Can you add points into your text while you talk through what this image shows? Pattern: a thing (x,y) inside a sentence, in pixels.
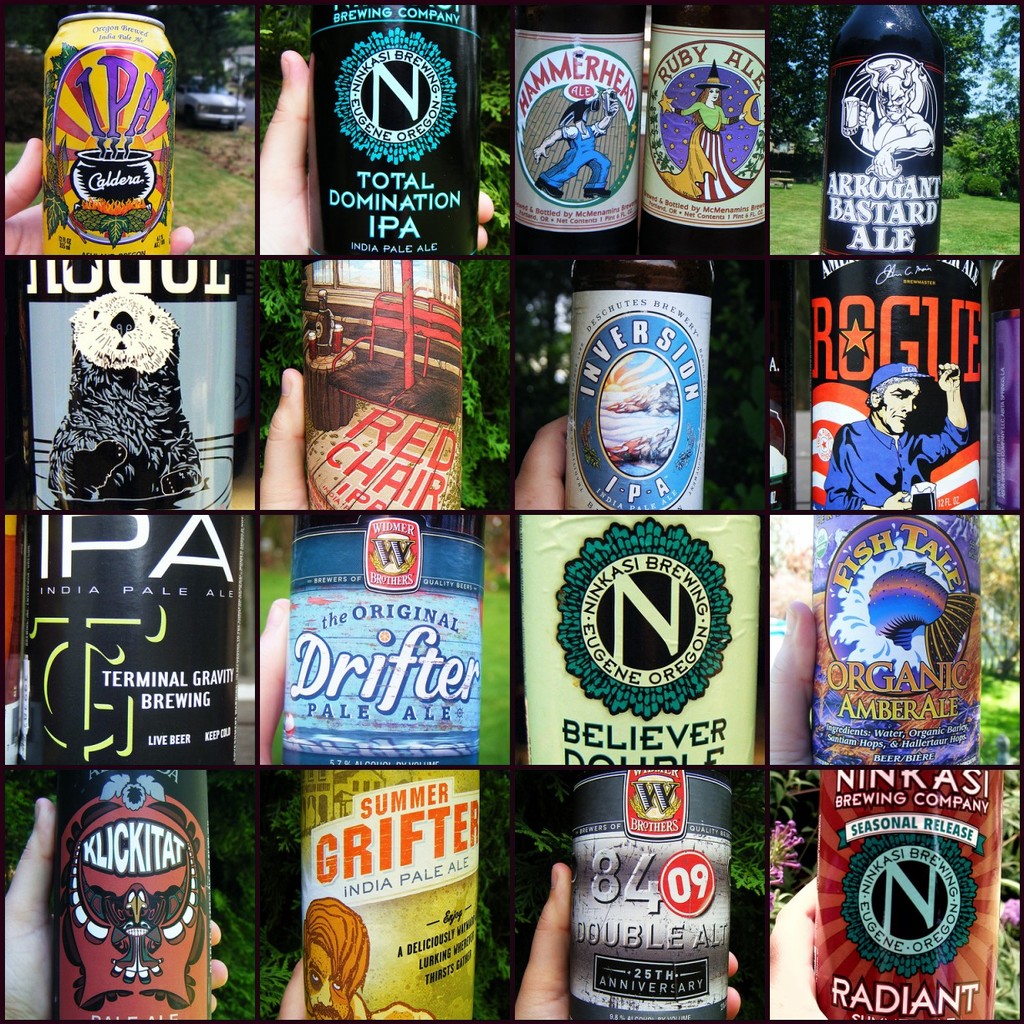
This picture is collage of different pictures. In many pictures, there is a hand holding a bottle (644,347) with different bottles (438,464) and in the background (536,802) there are trees (502,860).
